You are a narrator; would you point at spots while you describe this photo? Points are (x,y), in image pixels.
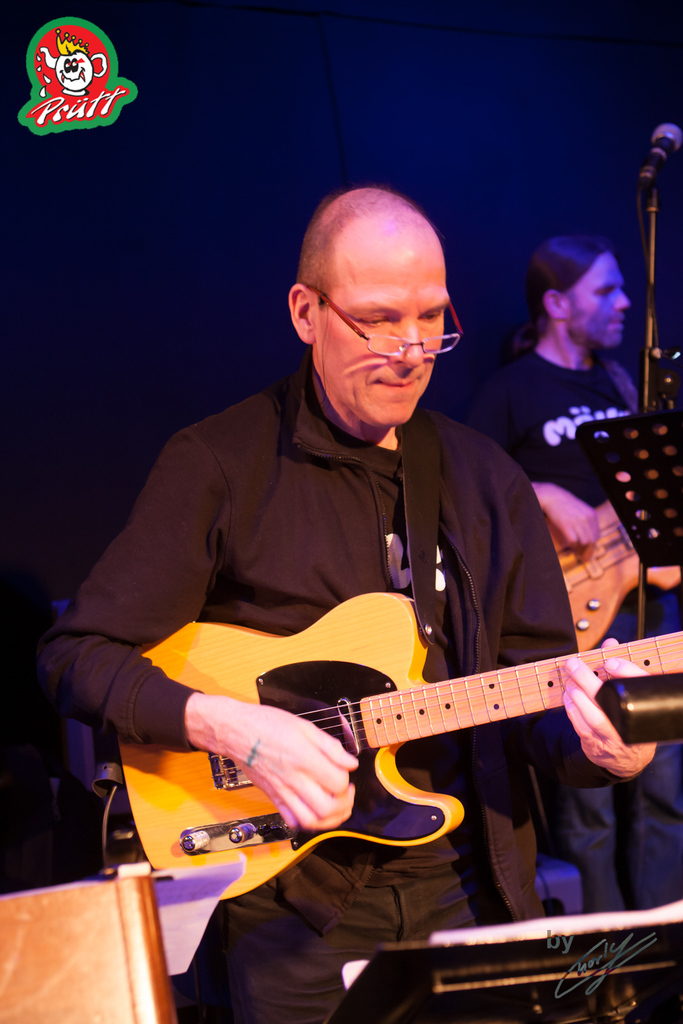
In this picture there is a bald man (278,534) who is playing a guitar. In the back (547,405) I can see another man (592,478) who is also playing a guitar (613,552). In front of them I can see the stand (645,525) and mic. In the bottom left corner (119,945) there is a chair (128,951). In the background (377,36) I can see the blur image. In the top left corner (44,112) there is a watermark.
